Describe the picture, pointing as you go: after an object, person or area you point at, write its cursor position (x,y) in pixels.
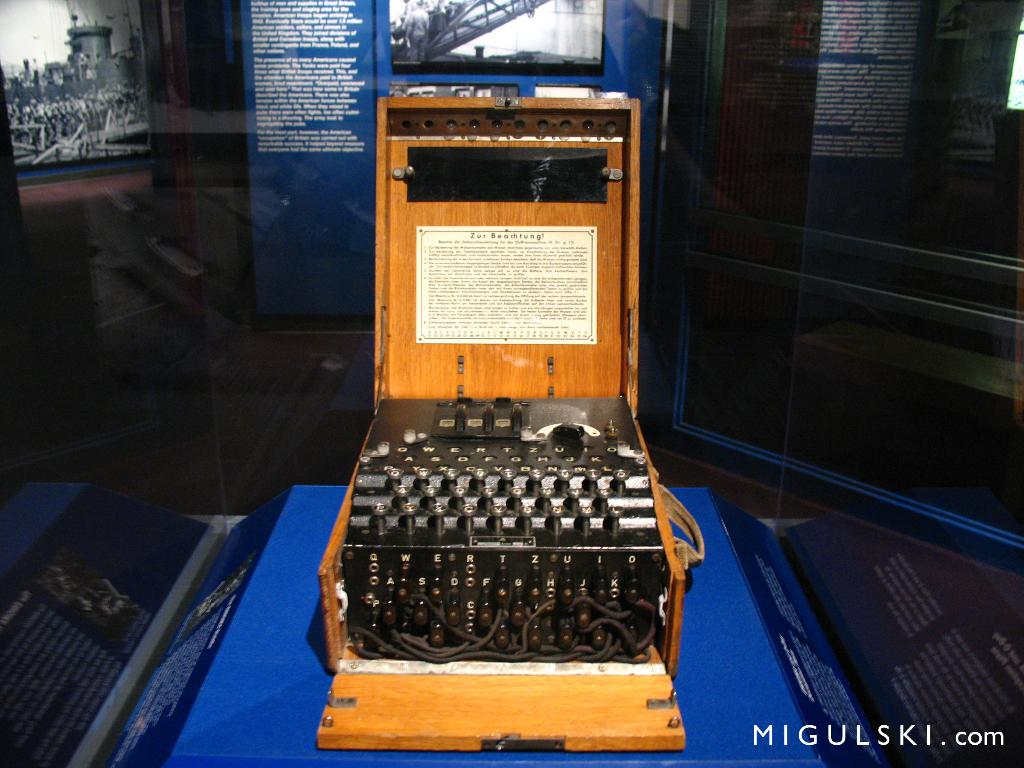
In the picture there is a machine (637,440) present on the table (240,701), there is a wall (219,4), there are many posters (288,226) present with some text (341,3) and there are photographs (43,85) present.
